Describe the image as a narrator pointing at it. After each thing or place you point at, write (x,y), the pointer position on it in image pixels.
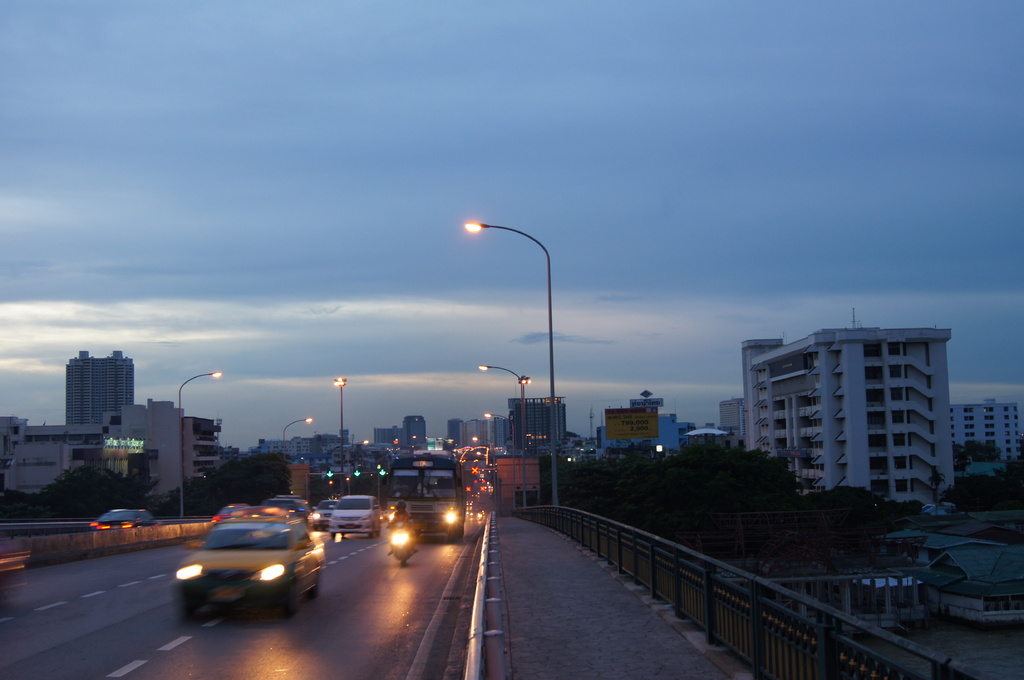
In this image there are a few vehicles (298,536) passing on the road (349,585), beside the road (466,547) there is a pedestrian pavement (534,584) and there are lamp posts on either side of the road (43,625), in the background of the image (503,466) there are trees (228,462) and buildings (315,451).
